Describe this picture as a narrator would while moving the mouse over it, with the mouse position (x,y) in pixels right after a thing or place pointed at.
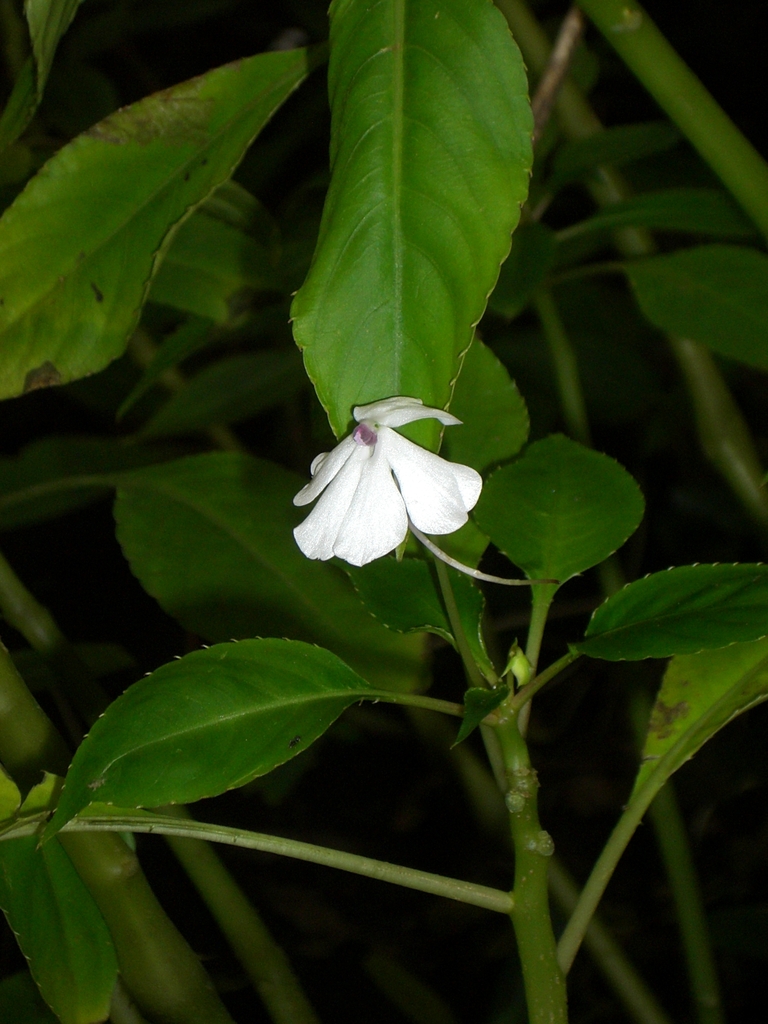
In this image we can see a plant (495,190). There is a flower (376,464) at the center of the image (376,466).
